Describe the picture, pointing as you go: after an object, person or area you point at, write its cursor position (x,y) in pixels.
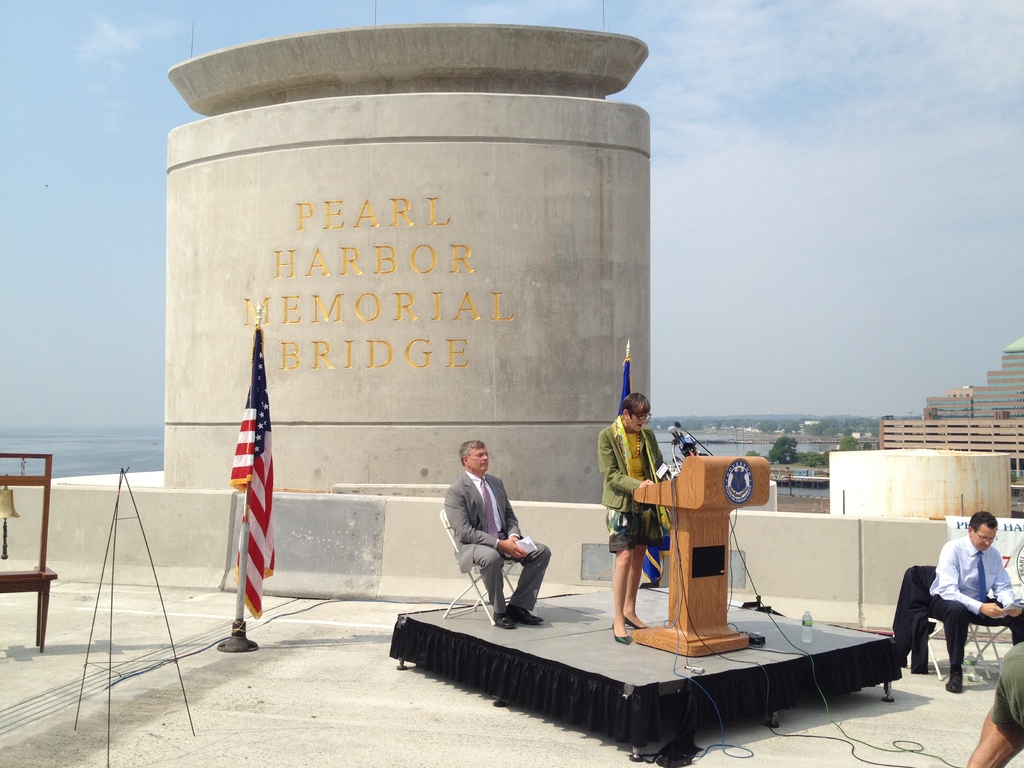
In this picture we can see a woman (645,423) standing at the podium (707,528) and two men (975,573) sitting on chairs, bottle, flags (261,518), wires (828,705), bell (8,500) and in the background (1013,390) we can see buildings (1001,375), trees (782,460), water (115,452), sky (163,418) with clouds (734,171).
